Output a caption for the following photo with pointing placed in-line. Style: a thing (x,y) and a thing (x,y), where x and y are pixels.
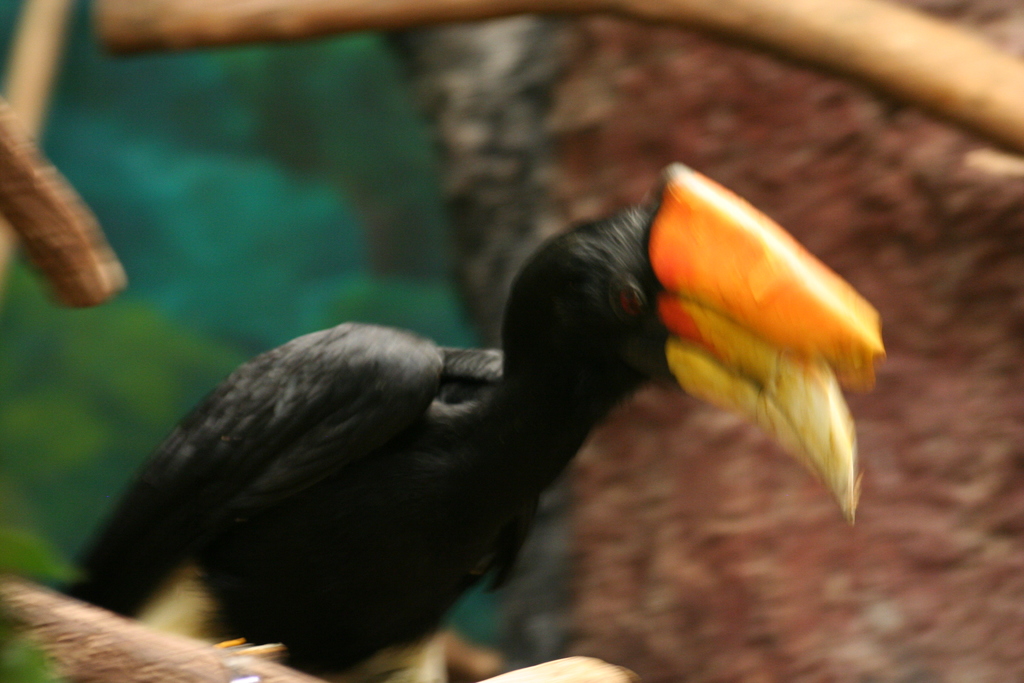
In the image I can see a bird (400,466) which is yellow, orange and black in color. I can see the blurry background (744,132) which is brown and green in color.
